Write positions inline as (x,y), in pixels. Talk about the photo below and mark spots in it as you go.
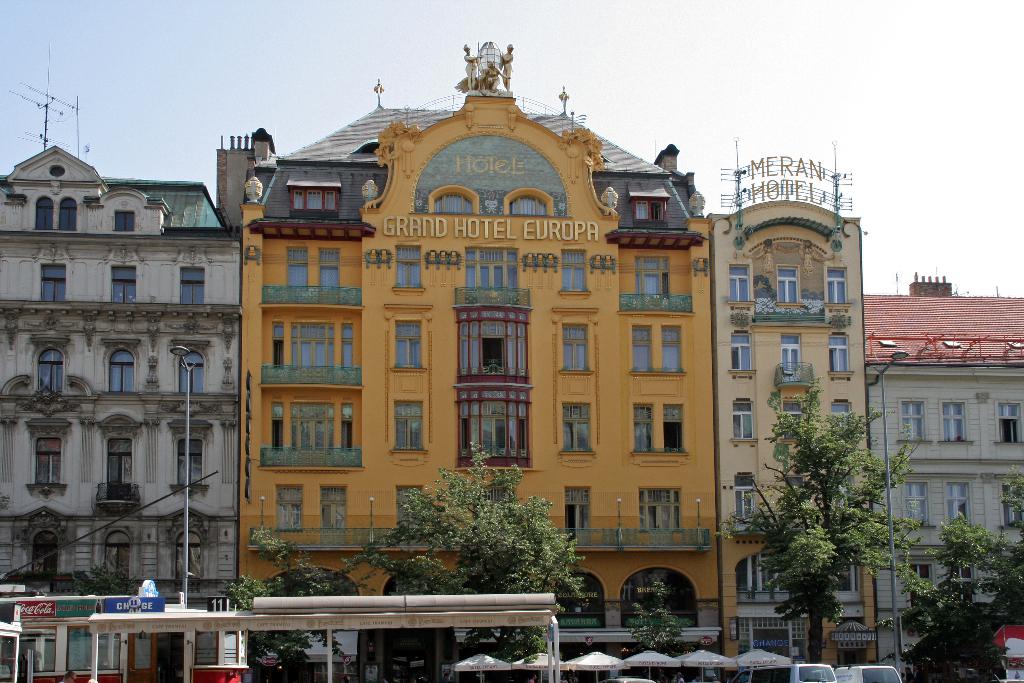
In this image I can see at the bottom (509,660) there are umbrellas (632,664) and trees (803,602). On the right side (759,672) it looks like there are vehicles (852,670). In the middle (414,440) there are buildings (593,428), at the top (569,43) it is the sky (592,48).
